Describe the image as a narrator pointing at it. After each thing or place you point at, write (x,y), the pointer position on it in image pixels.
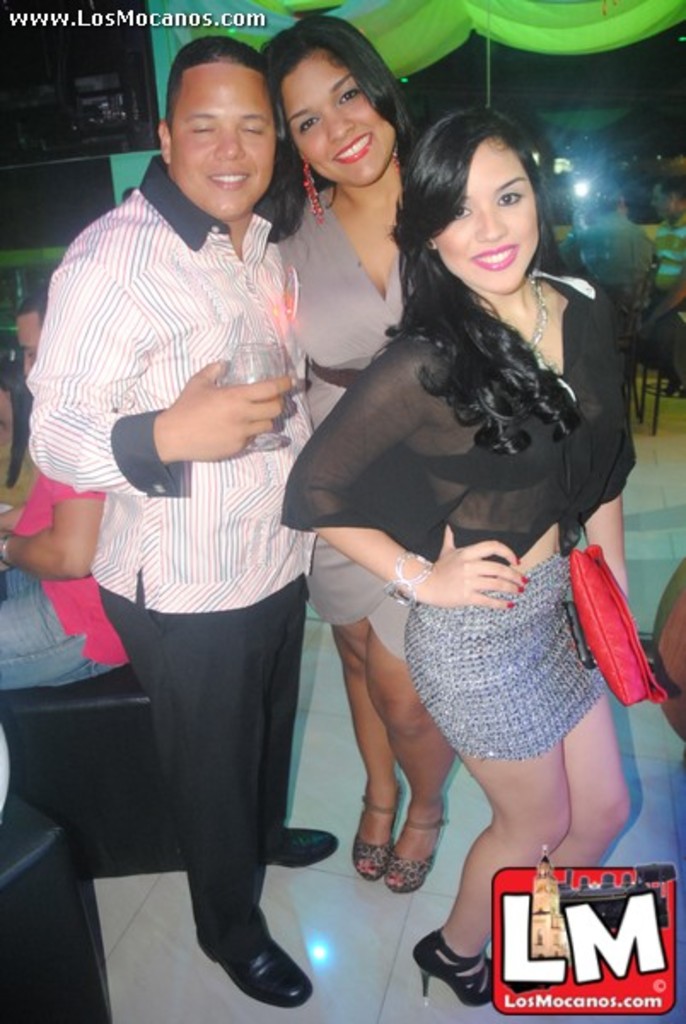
In the center of the picture (407,411) there are two women (353,366) and a man (233,571) standing. On the left (25,779) there are people (85,641) and couches (109,697). In the background (556,128) there are chairs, people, light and other objects (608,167).
